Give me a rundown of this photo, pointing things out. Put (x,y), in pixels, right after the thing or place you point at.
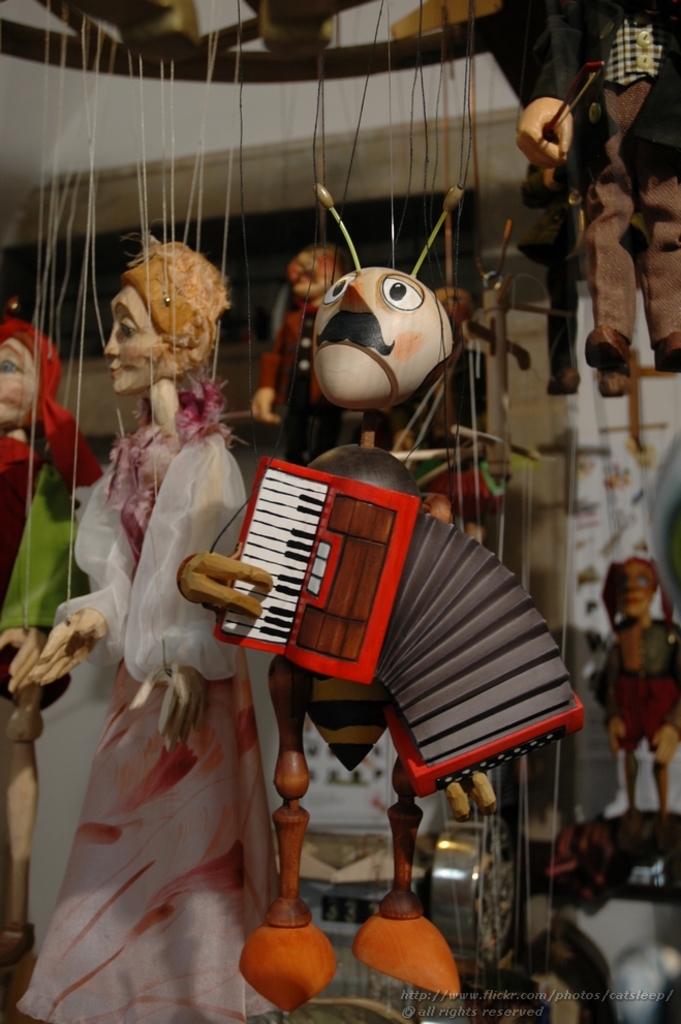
In this picture there are puppets (110,943) in the center of the image (447,542).
